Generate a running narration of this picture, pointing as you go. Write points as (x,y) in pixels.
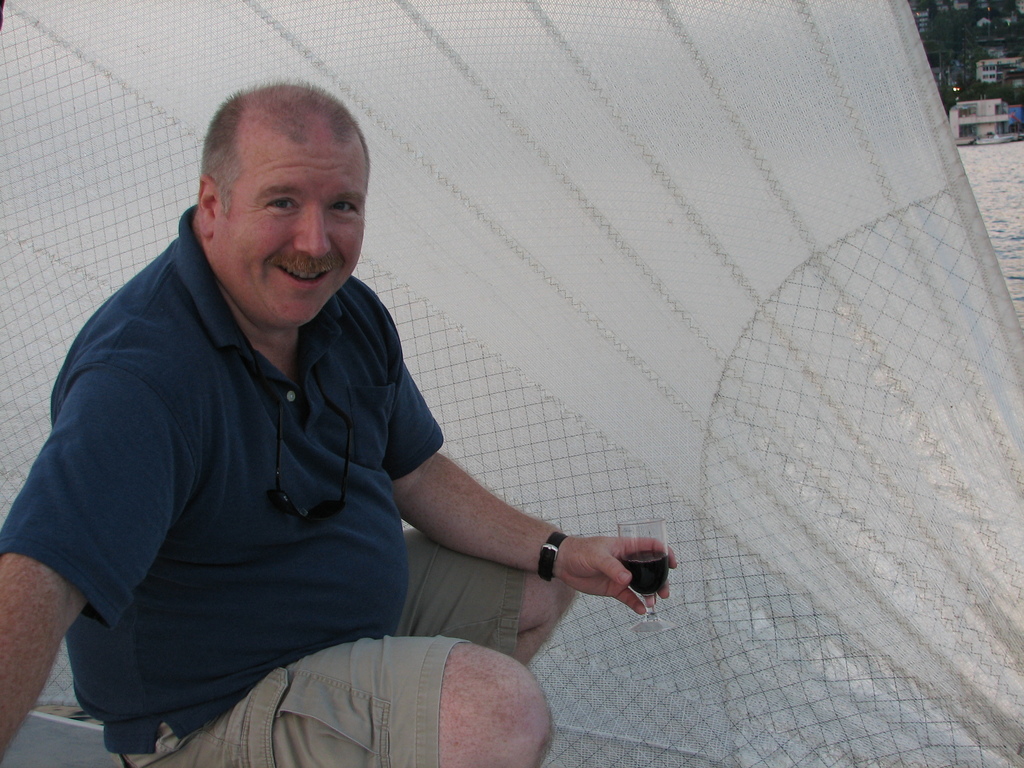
In this picture, we see a man (130,380) in the blue T-shirt (318,434) is holding a glass (656,546) containing the liquid (660,580) in his hand (598,560). He is smiling and he might be posing for the photo. Behind him, we see a white sail (609,367). In the right top (964,13), we see the trees (964,45) and the buildings (980,108). Beside that, we see the water (998,204).
